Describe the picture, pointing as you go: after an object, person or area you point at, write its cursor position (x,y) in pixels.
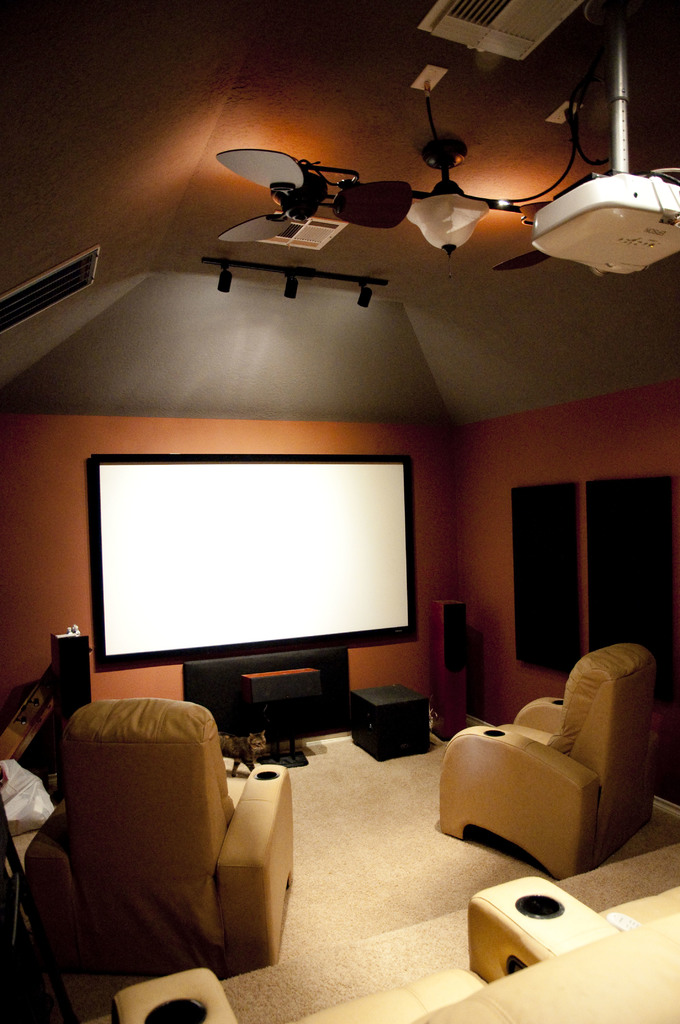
In this picture there are empty sofas (442,985) and there are speakers (386,703), there is a screen (272,564). On the right side (636,567) there are objects (532,582) on the wall (580,551) which are black in colour and on the top (593,187) there is a projector (582,188) and there are objects (317,199) which are white and black in colour.
